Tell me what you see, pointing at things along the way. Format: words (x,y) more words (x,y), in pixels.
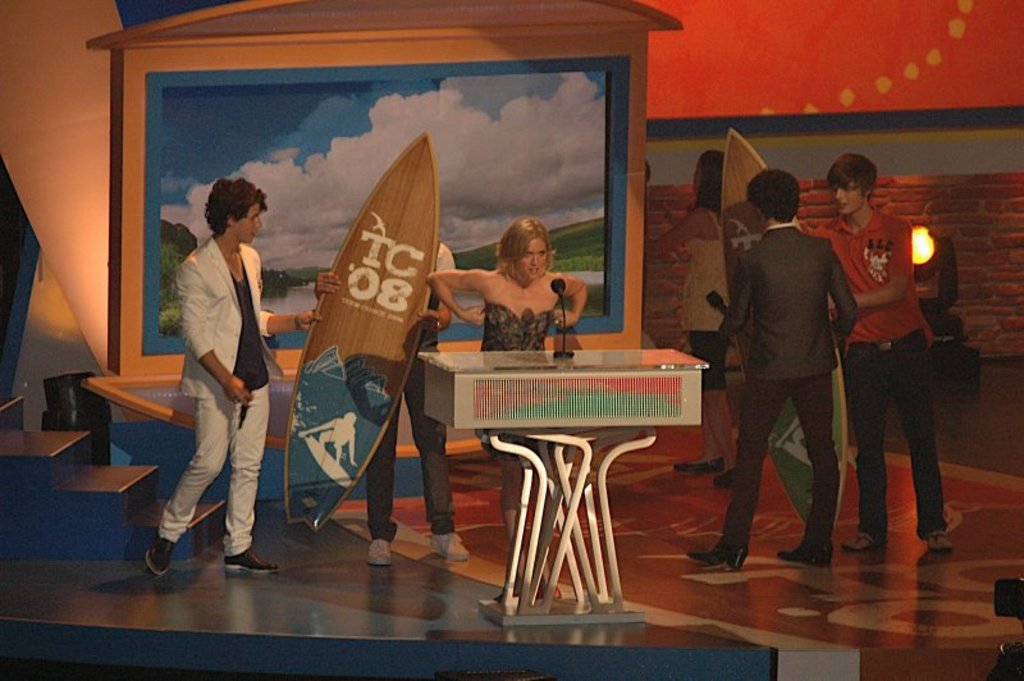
In this picture we can see the drama on the stage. In front (797,340) we can see some boys (800,282) standing on the stage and holding the surfing board (738,217) in the hand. In the center (507,318) there is a woman (536,339) standing near the table (526,358) and speaking something. Behind there is a blue color poster (347,172) and red wall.
